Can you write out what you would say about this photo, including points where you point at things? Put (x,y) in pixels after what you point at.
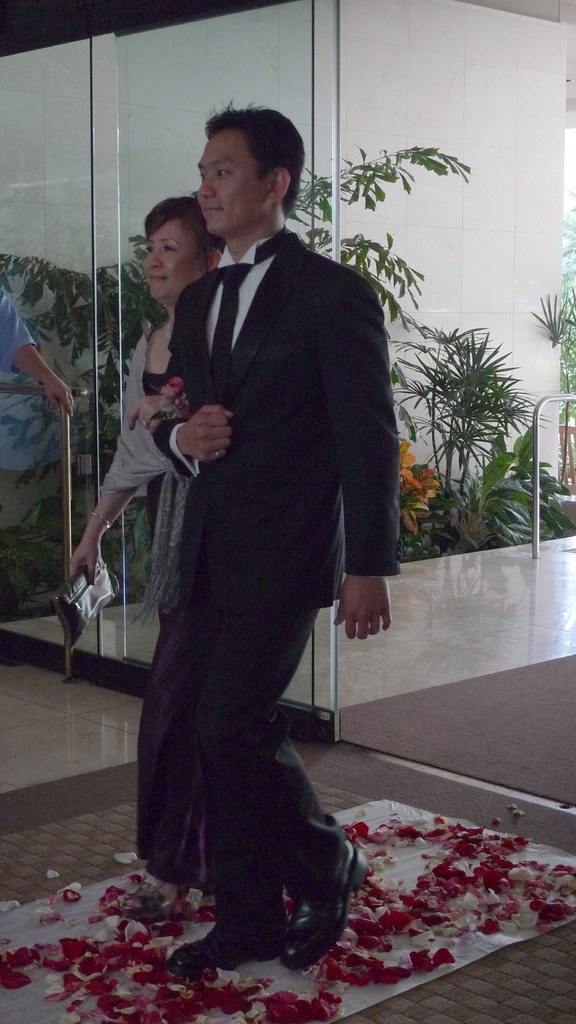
In this picture we can see there are two people (185,605) walking on a cloth (119,885) and on the cloth (87,931) there are flower petals (377,933). On the left side of the people (166,400), we can see a person hand (59,400). Behind the people (153,479) there are transparent glasses (95,183), plants (42,330) and the wall (365,119).
